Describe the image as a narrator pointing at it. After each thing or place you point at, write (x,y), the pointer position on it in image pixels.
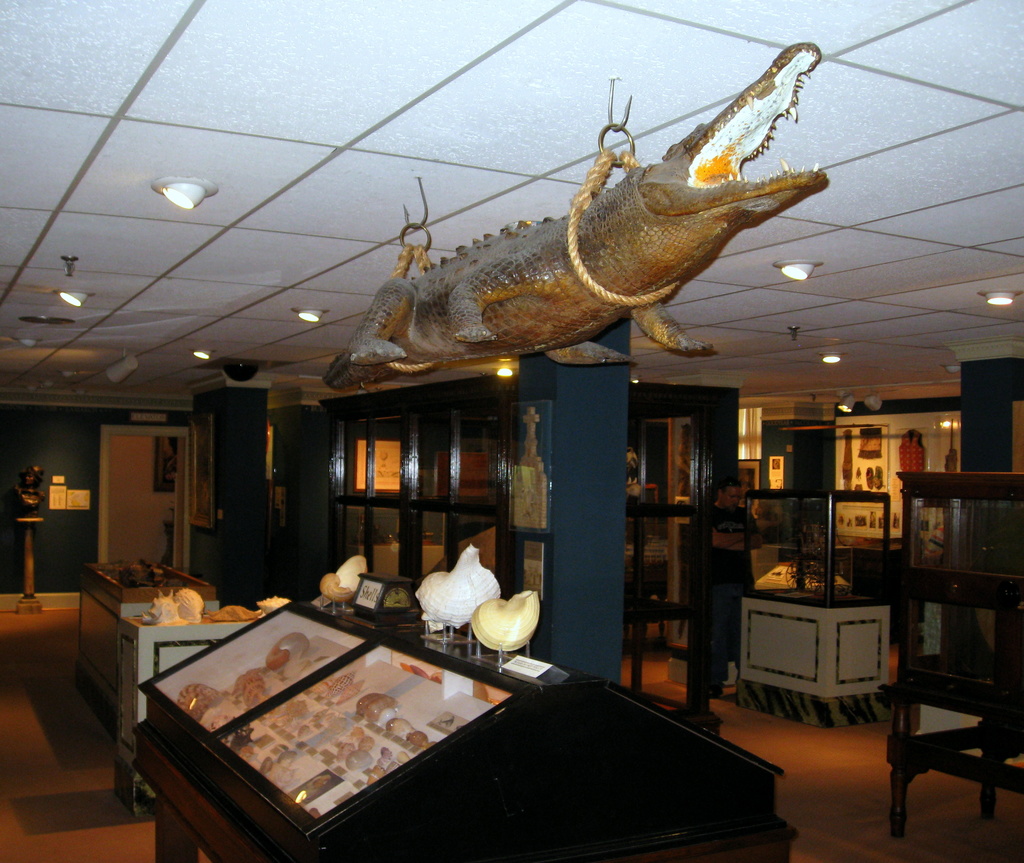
There is a statue of a crocodile (614,252) tightened to a rope (580,268) and attached above it and there are few other objects (511,645) below it.
